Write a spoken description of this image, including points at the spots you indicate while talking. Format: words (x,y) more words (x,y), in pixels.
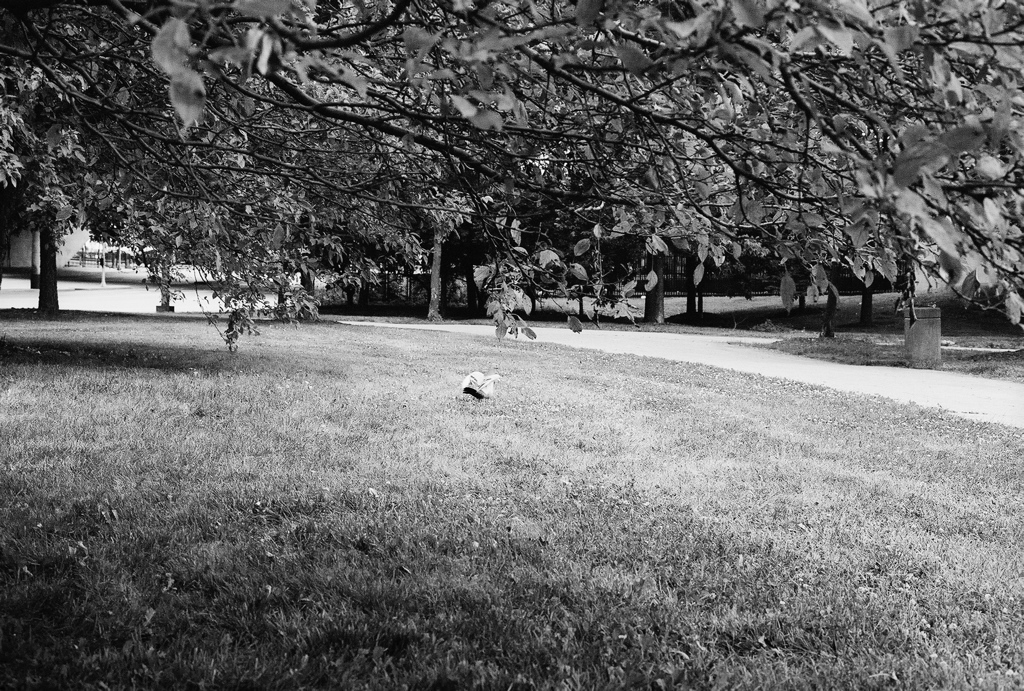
In this picture I can see many trees (754,202), plants (821,255) and grass (354,505). On the left (100,276) it might be some pole (104,263) and other structures (20,247).
